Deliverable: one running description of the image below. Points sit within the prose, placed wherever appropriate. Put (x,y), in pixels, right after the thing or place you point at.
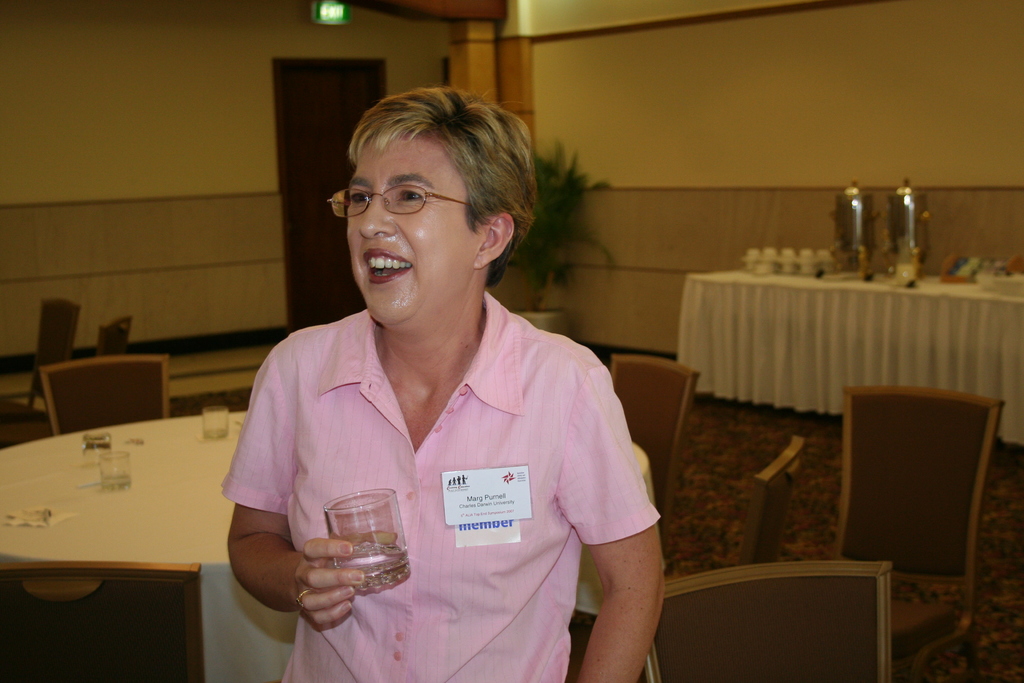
In this image in the foreground (404,323) there is one woman (447,347) who is standing and smiling, and she is holding a glass (349,517). In the glass (368,539) there is drink (372,552), and in the background (863,555) there are tables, chairs (909,539). On the tables (163,512) there are glasses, bowls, objects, on the right side of the image (807,303) there is a table (863,291). On the table (961,316) there are some objects (865,240) and in the background (540,155) there is a plant (548,182), door (337,127), wall (313,41) and board (323,10).
